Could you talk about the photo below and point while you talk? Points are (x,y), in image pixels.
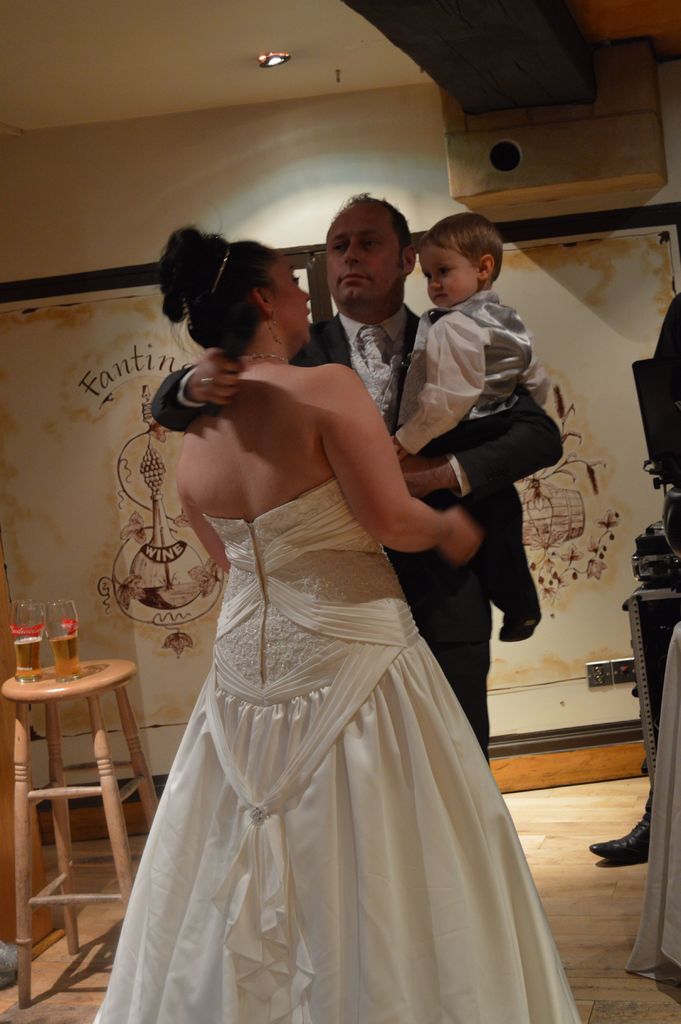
Here we see a man (467,607) and woman (224,248) standing. man (390,363) holding a boy (418,453) in his hand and we see a table (57,674) on the table (126,676) we see two wine glasses (67,670).
